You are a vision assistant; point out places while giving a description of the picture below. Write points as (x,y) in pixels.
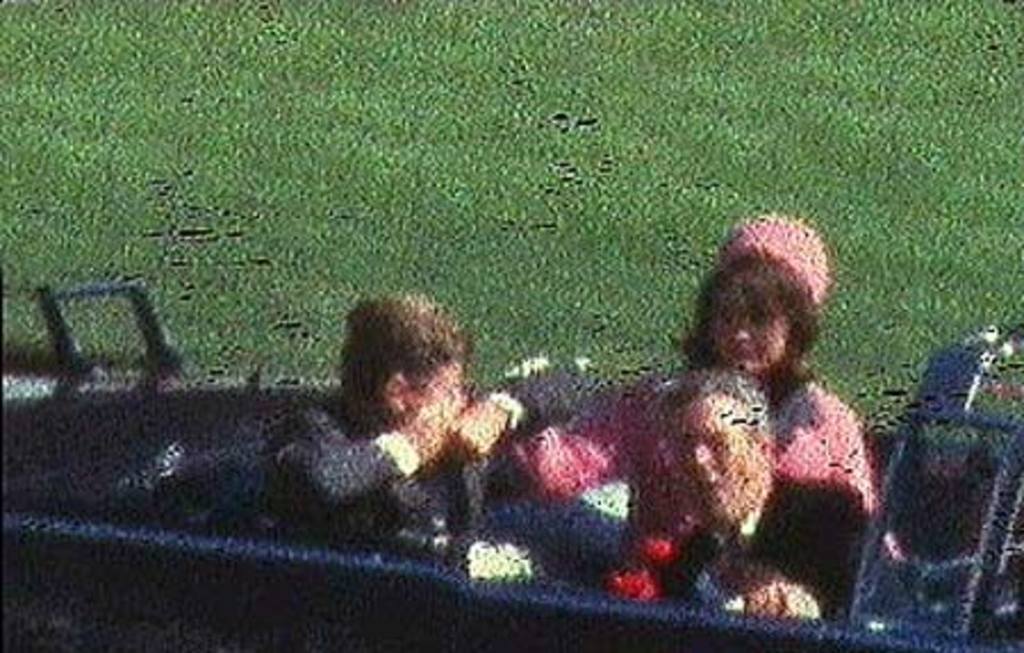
It is the blur image in which there are few people (447,405) sitting in the car (306,577).
